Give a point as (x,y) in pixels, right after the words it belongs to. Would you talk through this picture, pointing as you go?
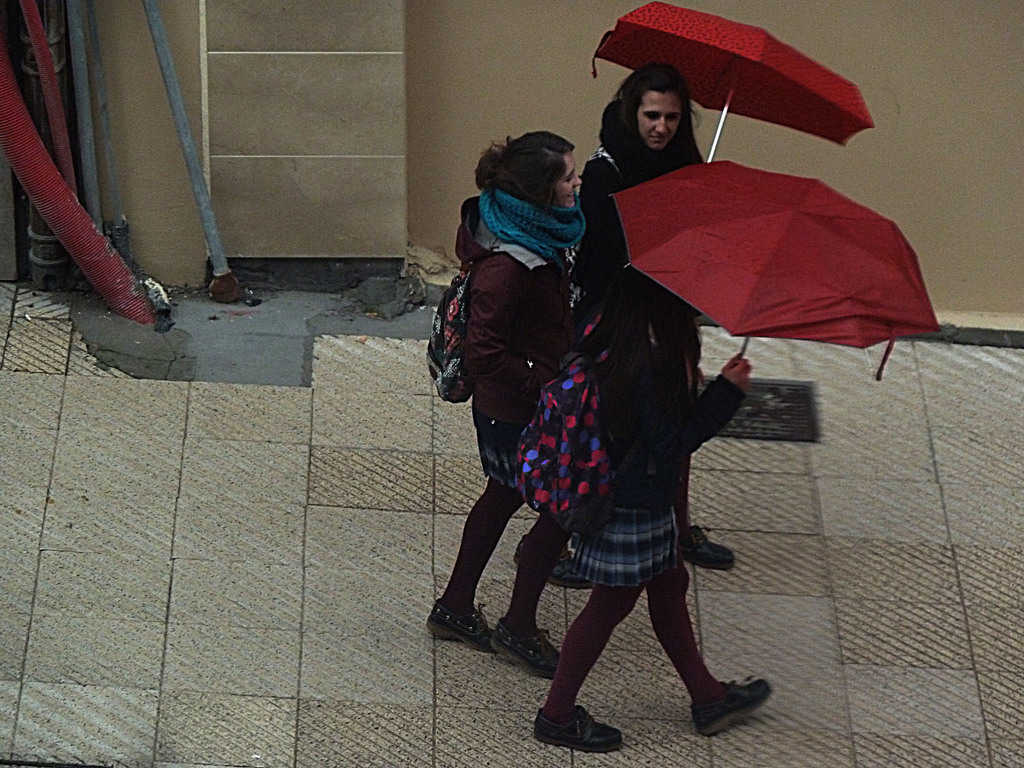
In this picture, there are three women (655,324) moving towards the right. All the three are wearing bags (547,469) and jackets (477,416) and two of the women (634,451) are holding umbrellas (756,209). At the bottom (256,631) there are tiles (726,648). On the top (270,95) there is a wall (154,148) with pipes (34,162).
